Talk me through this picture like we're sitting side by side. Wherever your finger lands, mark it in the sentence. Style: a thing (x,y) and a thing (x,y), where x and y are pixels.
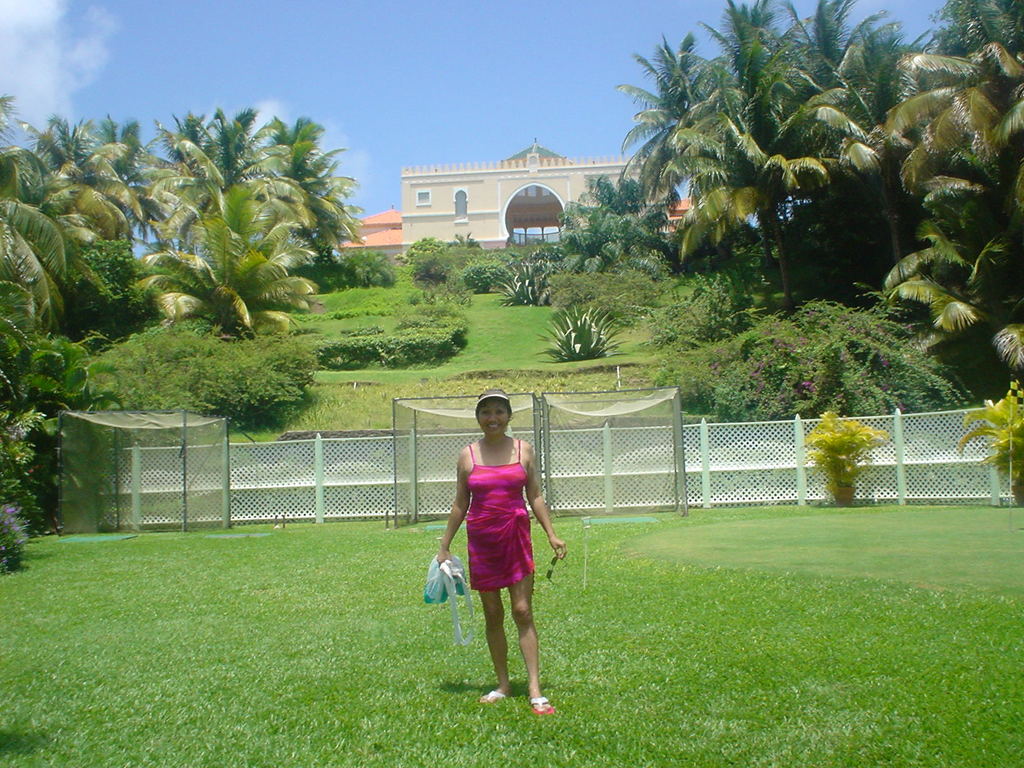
In this image we can see a woman (541,710) is standing on the grass (586,742) on the ground (583,740) and holding objects (452,587) and goggles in her hands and there is a cap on her head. In the background (437,319) we can see nets (183,517), fence (183,517), plants (44,373), trees (171,324), grass (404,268), buildings (486,244) and clouds (281,118) in the sky (394,35).
